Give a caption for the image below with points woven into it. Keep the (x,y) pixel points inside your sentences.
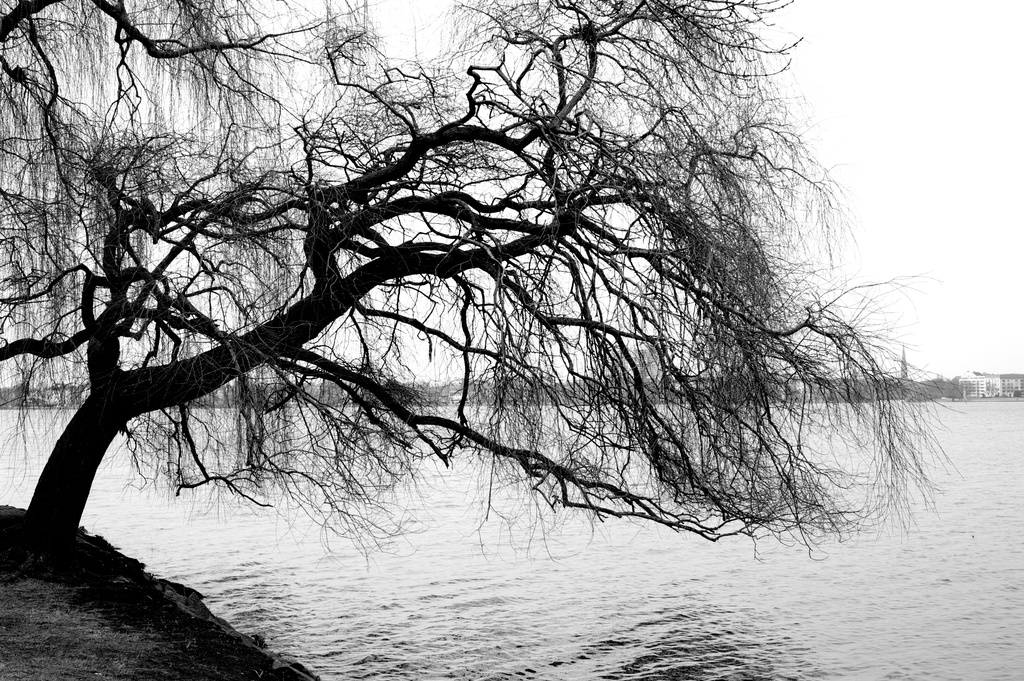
In this image I can see dried trees (161,189), water (311,512), buildings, sky (638,100) and the image is in black and white.
